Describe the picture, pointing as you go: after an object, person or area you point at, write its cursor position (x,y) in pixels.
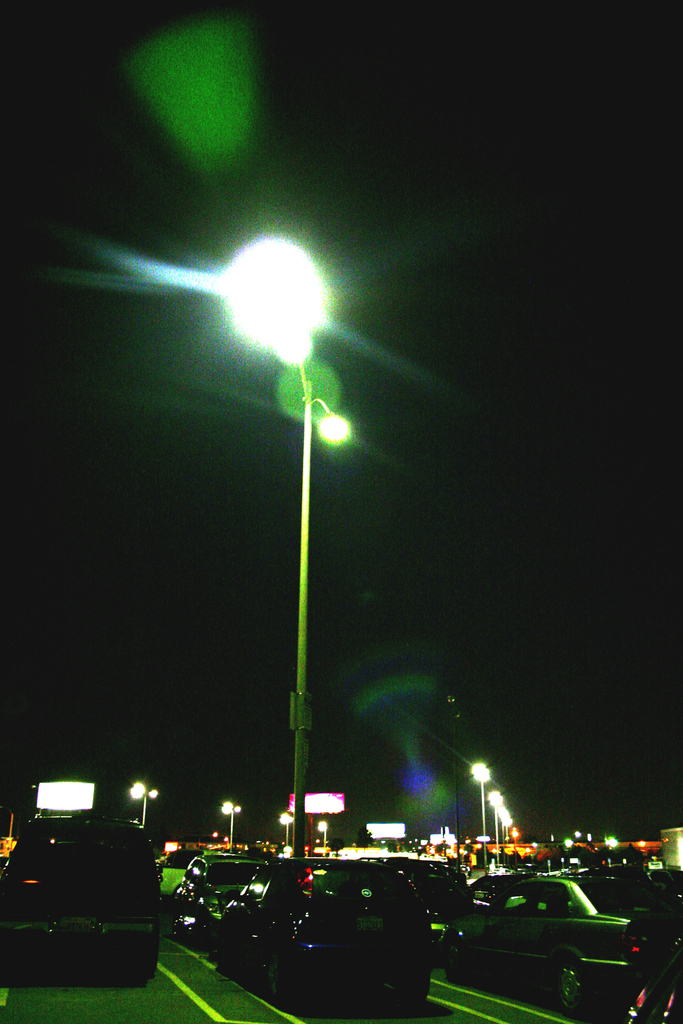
In this image I can see few light poles (300,770), boards (388,837) and few vehicles (327,981) on the road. The image is dark.
